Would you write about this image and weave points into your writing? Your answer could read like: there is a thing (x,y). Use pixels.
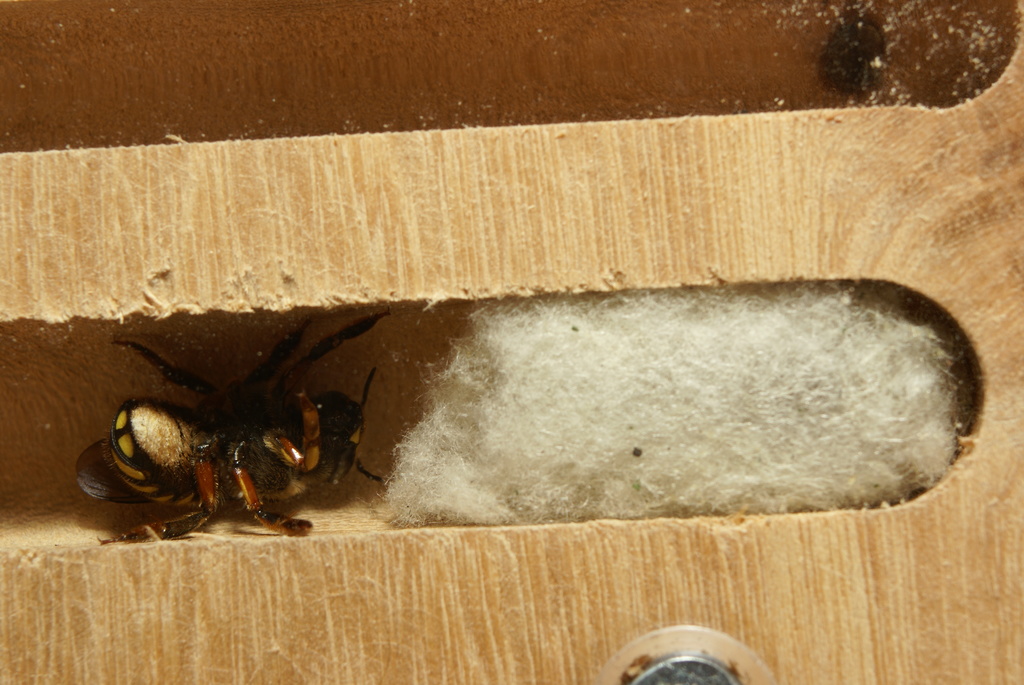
In this image we can see an insect (298,439) and cotton (599,491) on a wooden plank (491,663) and at the bottom (727,679) we can see a screw kind of structure (685,638) on the plank (665,582).
